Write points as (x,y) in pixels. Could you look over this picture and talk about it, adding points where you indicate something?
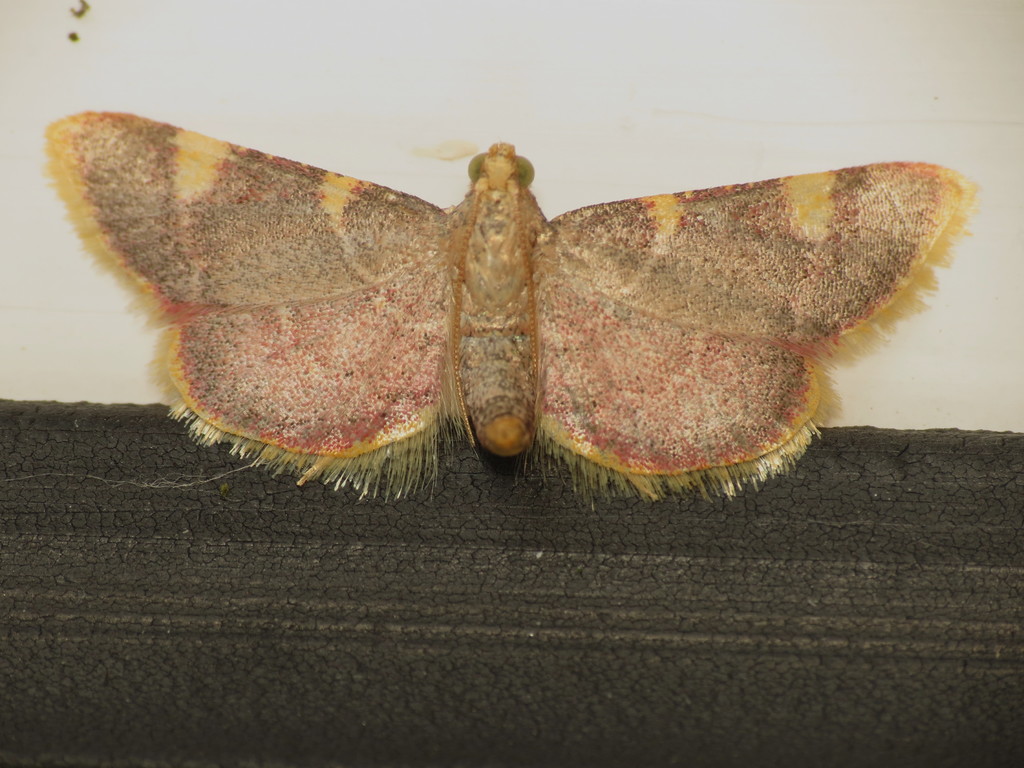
In this image we can see an insect (516,344) on the wall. At the bottom (419,606) we can see a black object (419,606).
